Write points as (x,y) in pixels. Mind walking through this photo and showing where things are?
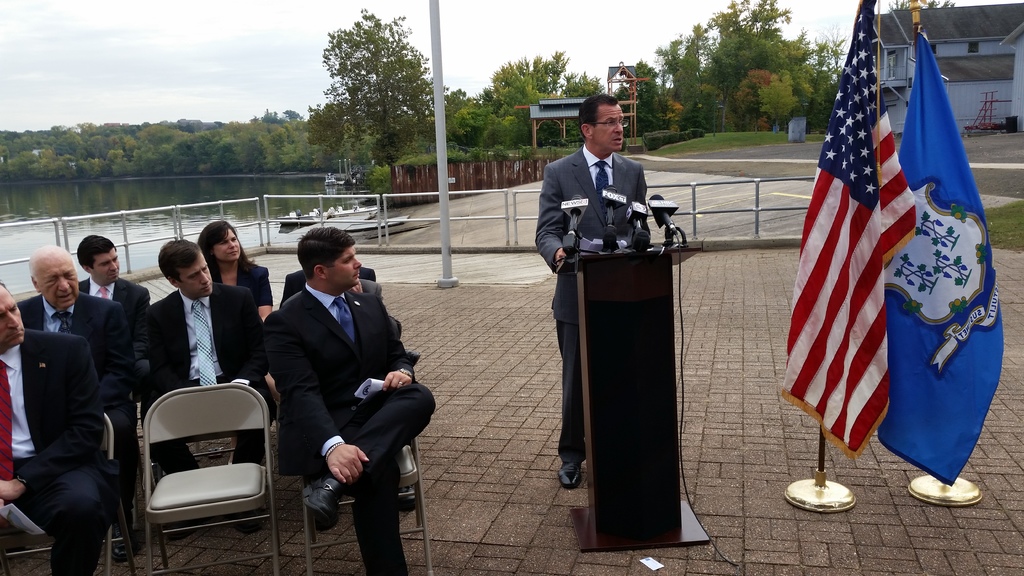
In this image there are few people (174,295) sitting and one person (552,216) standing. To the right (869,272), there are two flags (878,333). To the left (152,204), there is water (271,186). In the background (313,151), there are many trees (152,138) and plants (592,85). To the right (946,82), there is a building (947,70). In the middle (630,301), the man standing near the podium (652,348) is wearing gray suit (598,214) and talking in the mic (639,222).
